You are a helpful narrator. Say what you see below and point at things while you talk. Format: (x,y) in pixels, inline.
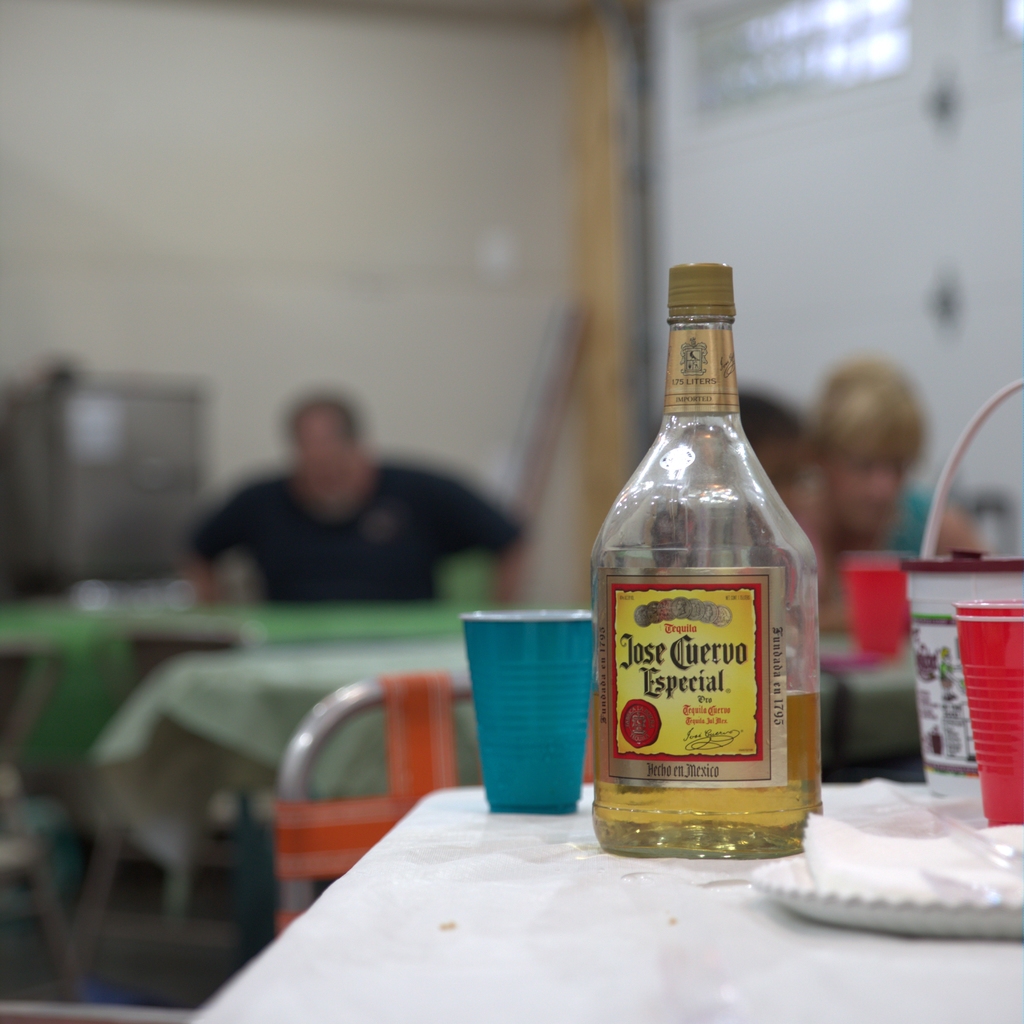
In this picture we can see a table (625,897). On the table (594,886) there are bottle (655,745), glass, and plates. This is chair (373,808). On the background (522,567) we can see a man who is sitting on the chair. And this is wall (384,200).
